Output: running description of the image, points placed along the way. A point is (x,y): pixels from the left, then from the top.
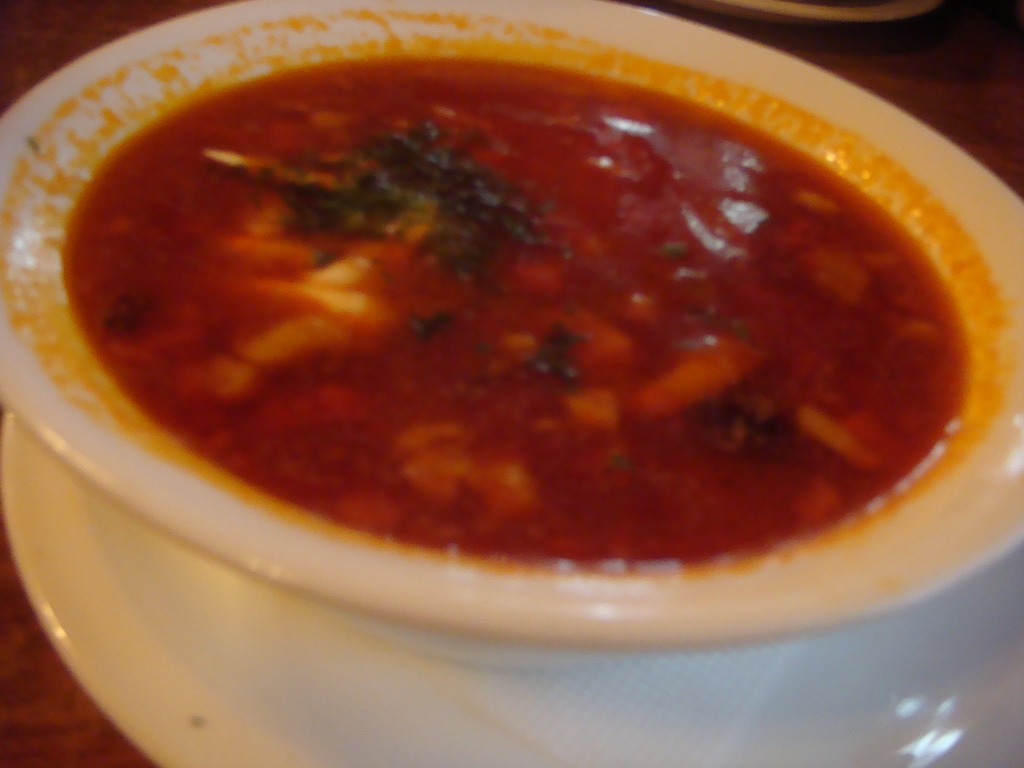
In this image I can see a bowl (163,497) which consists of some food item (556,183). This is placed on a table (53,707).
